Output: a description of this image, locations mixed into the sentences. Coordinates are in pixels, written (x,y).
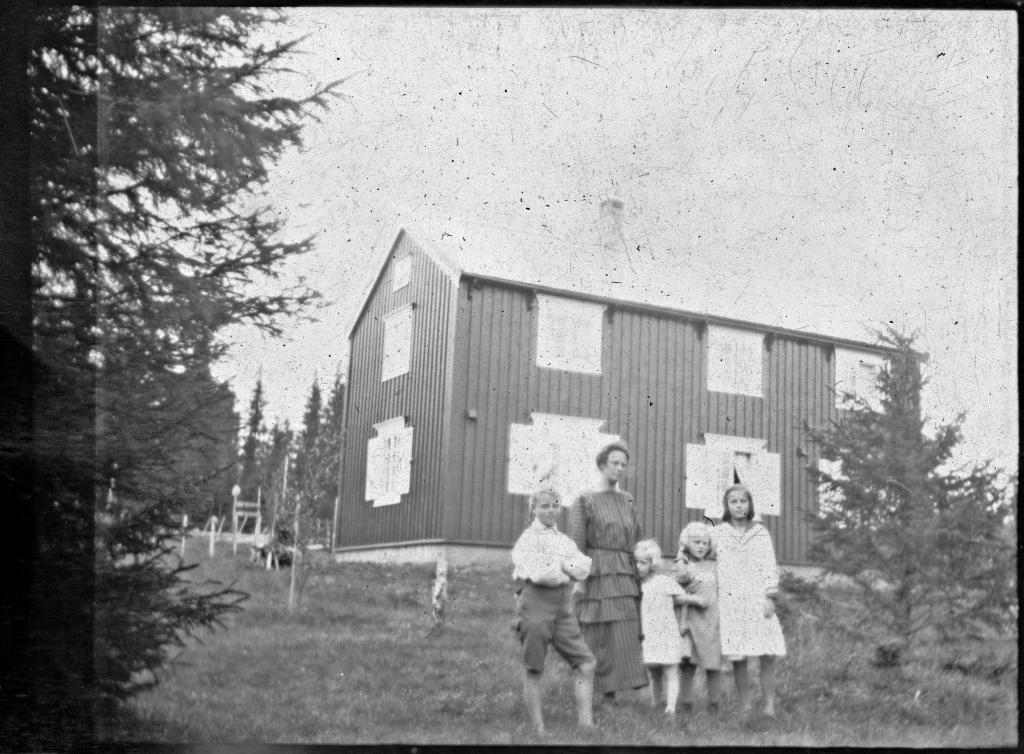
In this image in the center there are group of persons (654,590) standing, there are plants (878,545). In the background (353,435) there are trees (322,440) and there is a cottage (483,416) and there are objects (255,525) which are white in colour.
